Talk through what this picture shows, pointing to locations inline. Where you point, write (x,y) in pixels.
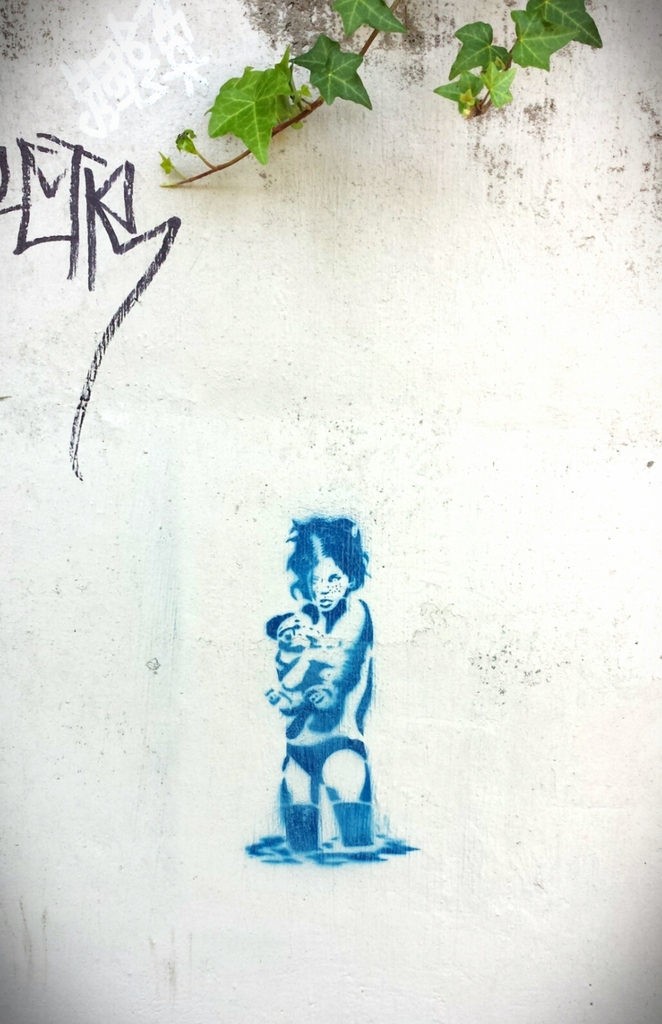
As we can see in the image there is a white color wall (510,410) and leaves (323,79). On wall (344,483) there is painting (344,659).
